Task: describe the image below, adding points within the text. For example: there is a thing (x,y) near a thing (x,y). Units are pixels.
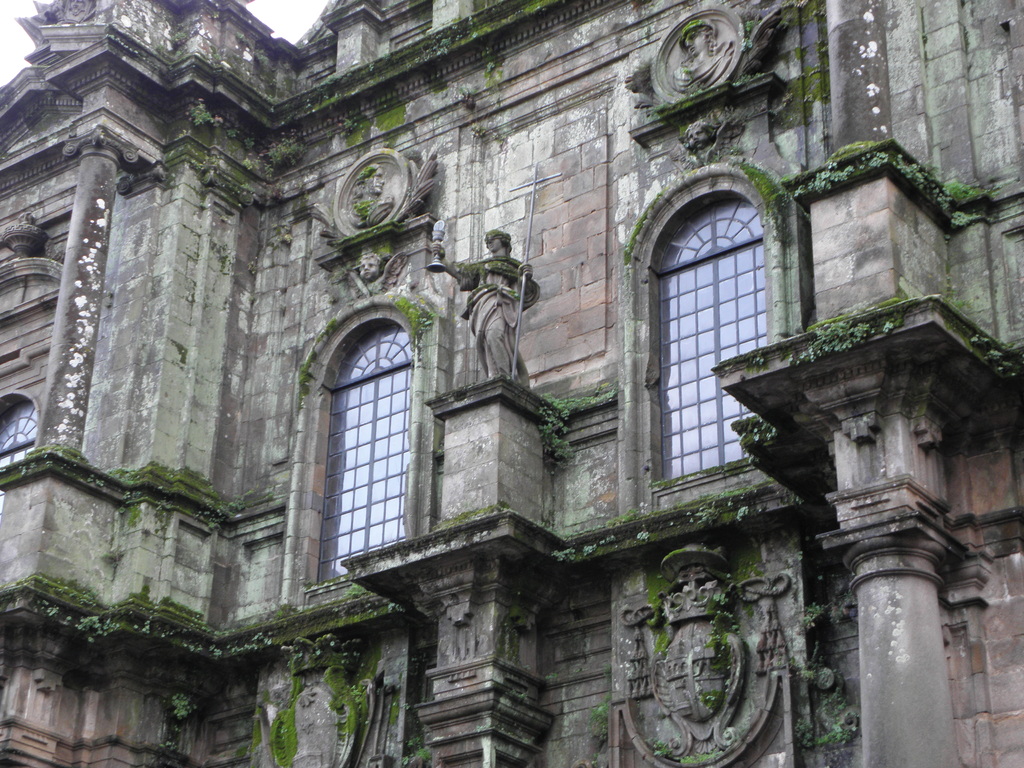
In this picture I can see the palace (407,266). I can see glass windows (695,334).
